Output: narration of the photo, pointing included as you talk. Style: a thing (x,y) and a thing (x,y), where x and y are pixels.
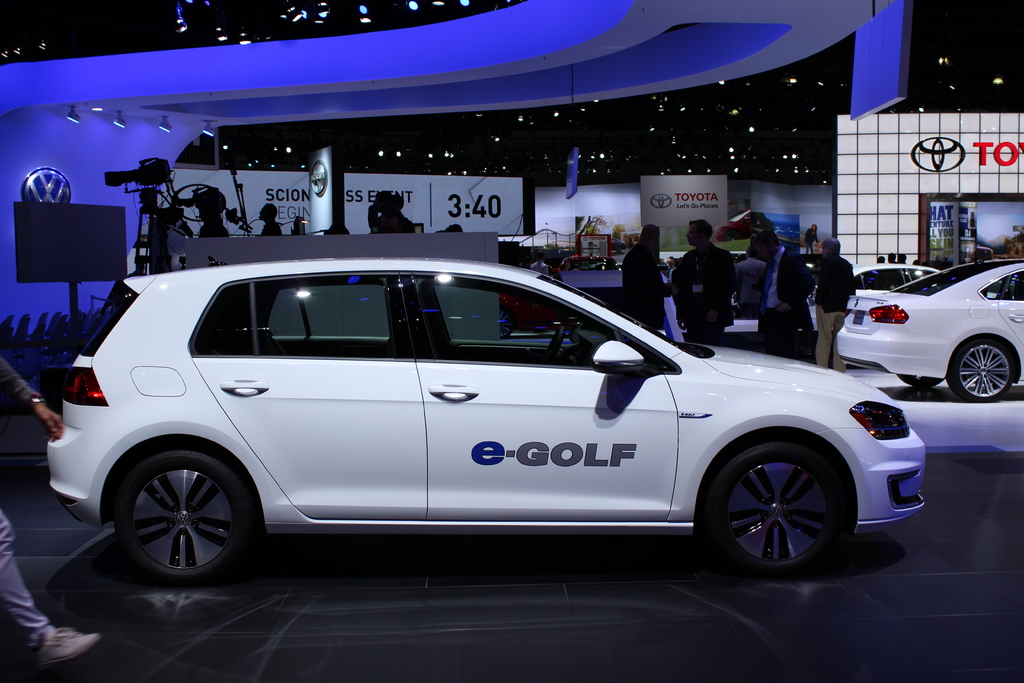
In this image I can see many cars (608,470). To the side of these cars (584,328) I can see few people (642,304) standing. To the left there is a camera (130,181). In the background (432,221) I can see many boards (576,226) and something is written on it. I can also see many lights (525,126) in the top (596,153).
